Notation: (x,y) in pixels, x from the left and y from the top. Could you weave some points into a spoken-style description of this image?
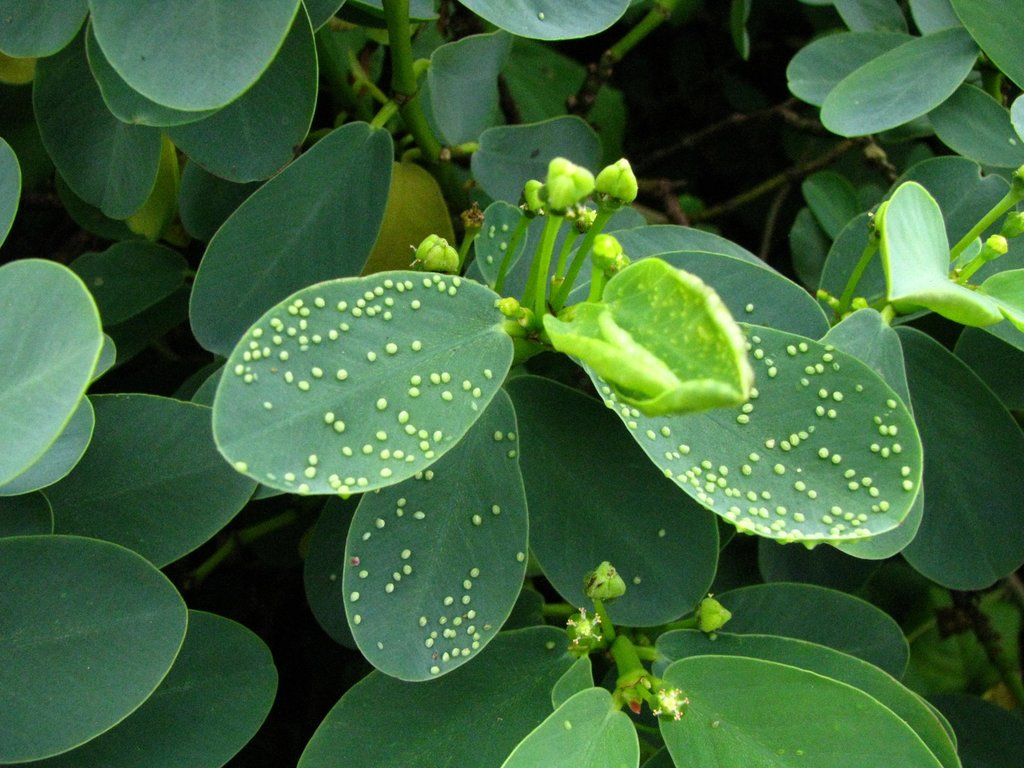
In the foreground of this image (405,480), there are plants (548,248) and few buds (597,270) to it.
